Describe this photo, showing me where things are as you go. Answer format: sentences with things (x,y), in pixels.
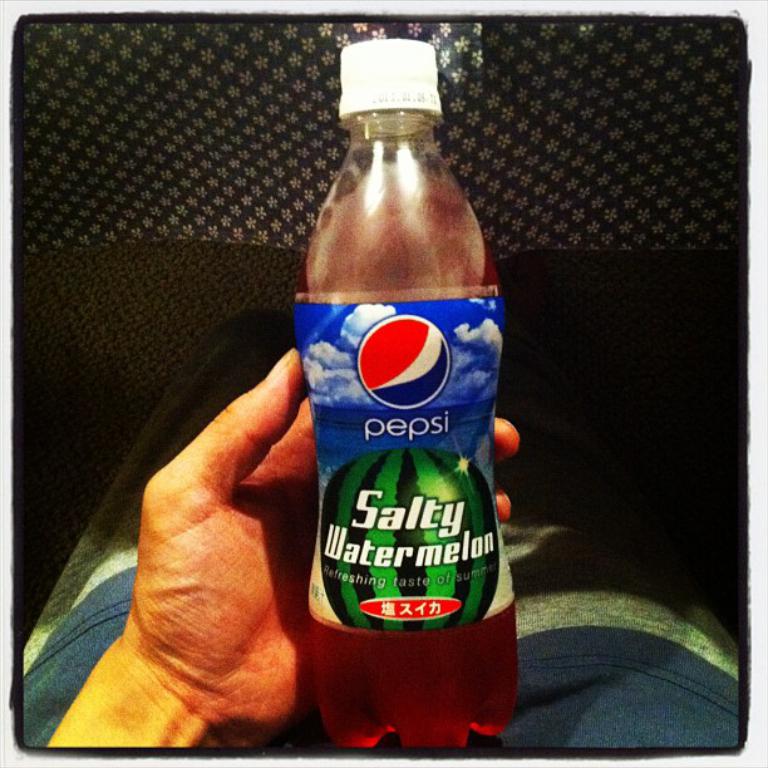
a person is holding a bottle (358,570) in his hand (302,644) on which pepsi salty watermelon is written.
